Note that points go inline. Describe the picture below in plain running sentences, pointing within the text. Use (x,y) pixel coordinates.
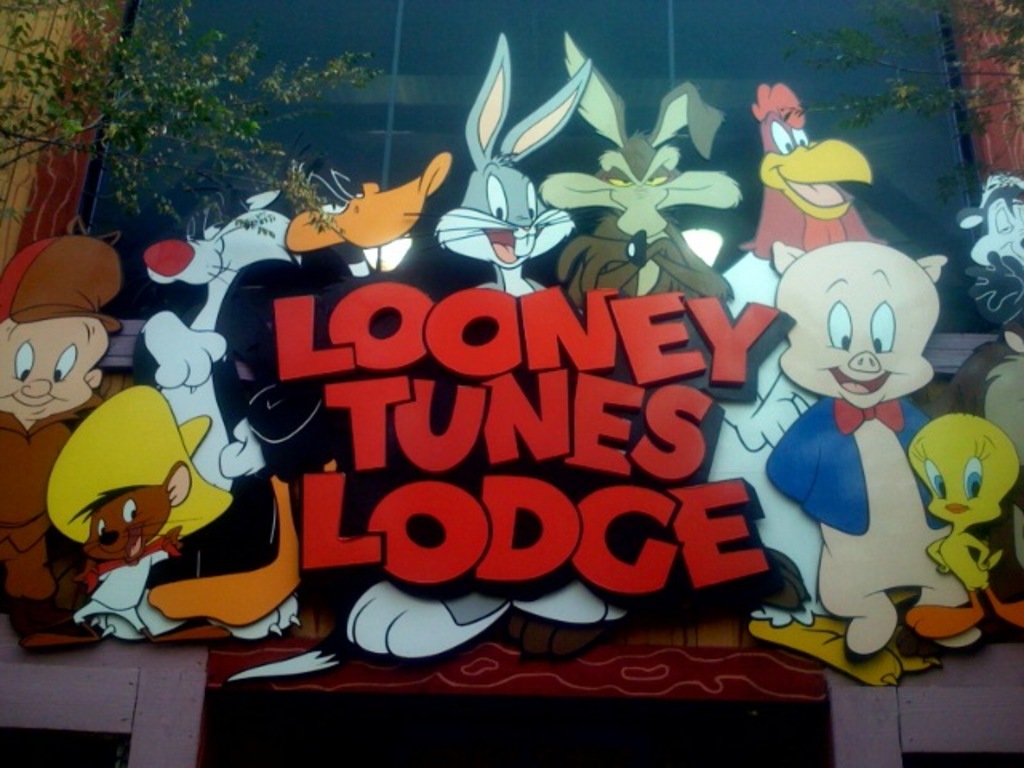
These are the cartoon characters (60,430), on the left side (106,109) there is a tree (126,136). In the middle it is a glass wall (879,226) of the building (710,169).
